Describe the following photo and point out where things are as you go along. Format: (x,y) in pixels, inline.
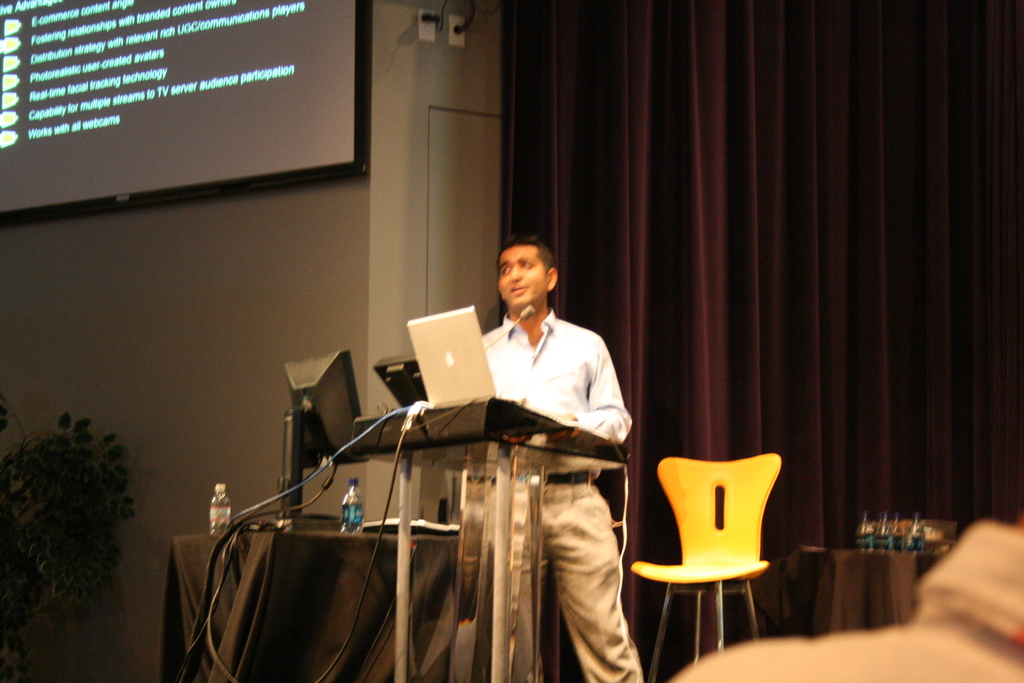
There is a man (551,467) standing in the center (527,445) in front of the podium (461,415) with a laptop (435,393). In the background (670,521) there is a chair (686,522), table (344,553), curtain (778,158). At the left side (203,109) there is a screen (203,109), house plant (64,506).
